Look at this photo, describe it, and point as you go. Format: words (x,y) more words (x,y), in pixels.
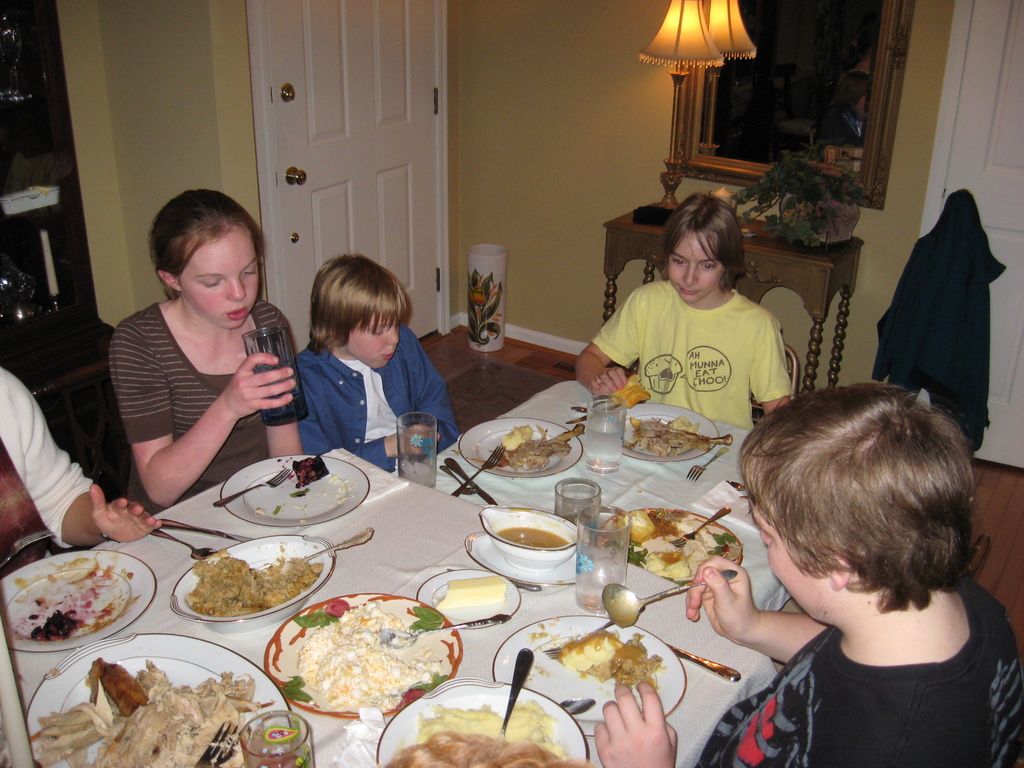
In this image there are group of people (406,410) sitting in chair (103,428) near the table (172,545) and in table (191,627) there are spoon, knife (215,529), fork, food (219,569), cheese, plate (513,571), bowl (555,544), glass (589,563), and the background there is door (418,170), lamp (647,45), frame (806,58) attached to wall (590,5).
